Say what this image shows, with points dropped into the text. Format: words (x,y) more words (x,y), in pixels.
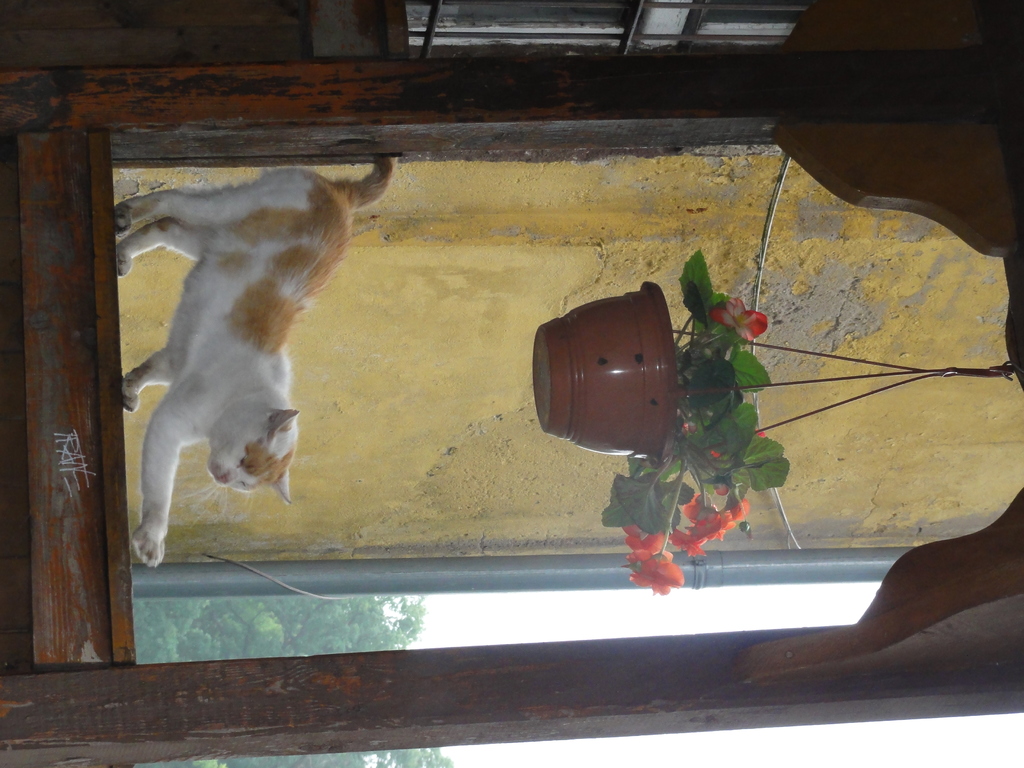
In this image there is a cat (209,356) on the window (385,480). A pot (625,373) is hanging from the window (837,413). The pot (654,425) is having a plant (680,425) which is having flowers (694,504) and leaves (723,438). From the window (135,760) a wall (387,500), trees (387,630) and sky (745,622) are visible.
